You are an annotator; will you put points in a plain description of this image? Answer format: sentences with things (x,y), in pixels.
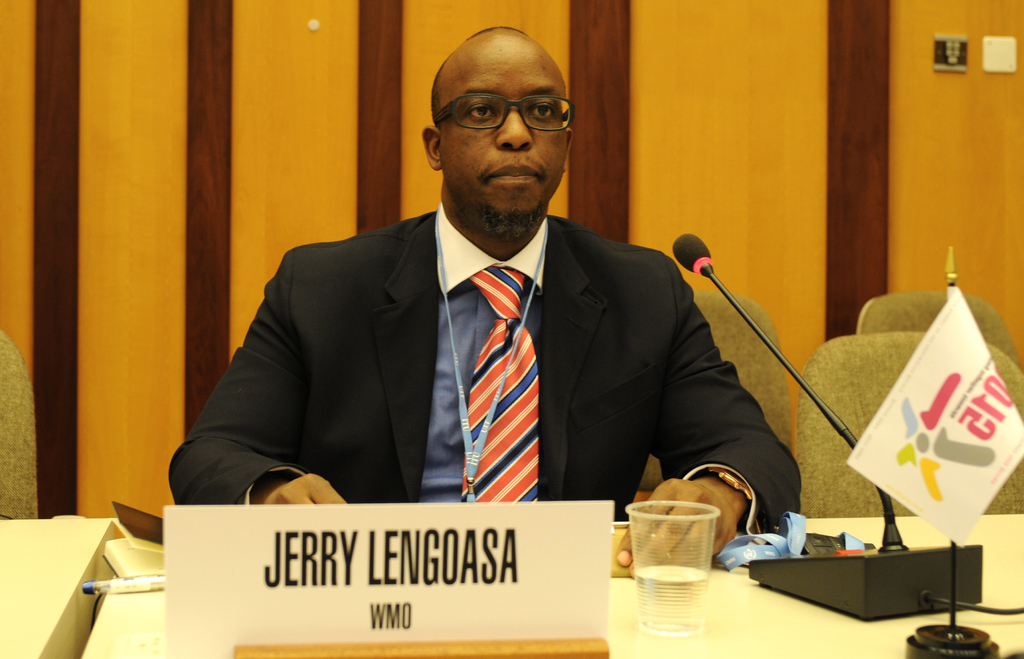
In this image there is a man (308,376) who is sitting in chair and silent in front of mic (682,250). There is a table (749,607) in front of him, on the table (787,613) there is microphone (832,576), cup (686,565), board (312,603), book (122,573) and a pen (113,583). To the right side (938,649) there is a small flag (957,505) which is kept on the table (829,633).
